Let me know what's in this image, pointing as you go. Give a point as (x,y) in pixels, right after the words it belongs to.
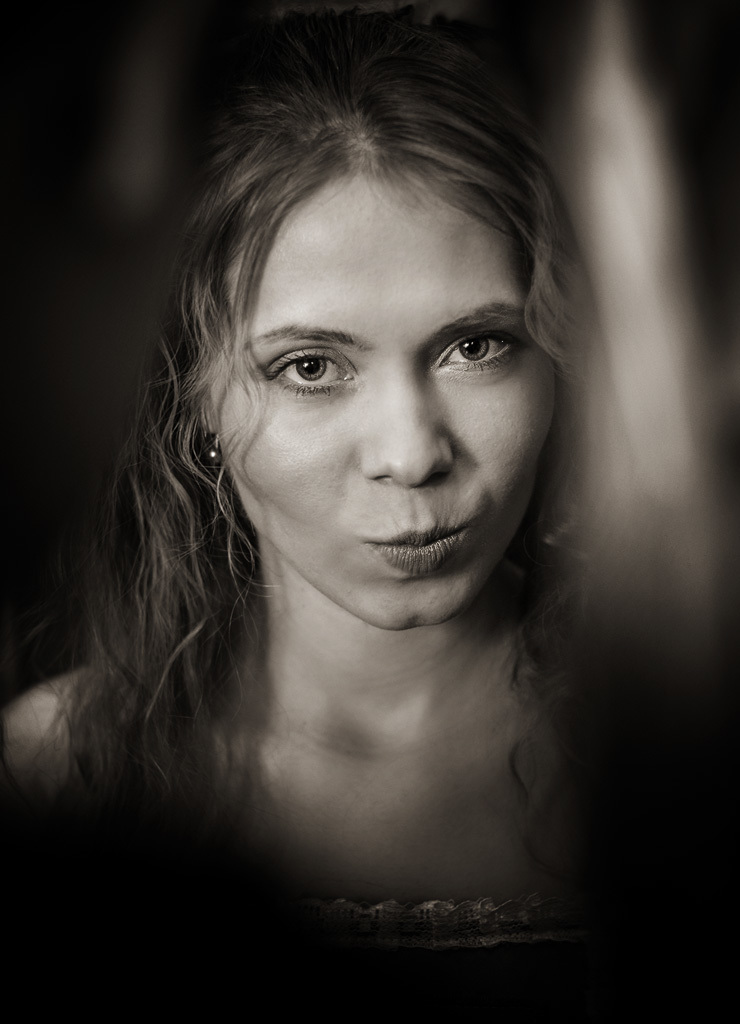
In this picture we can see a woman's face (425,268), it is a black and white picture.
